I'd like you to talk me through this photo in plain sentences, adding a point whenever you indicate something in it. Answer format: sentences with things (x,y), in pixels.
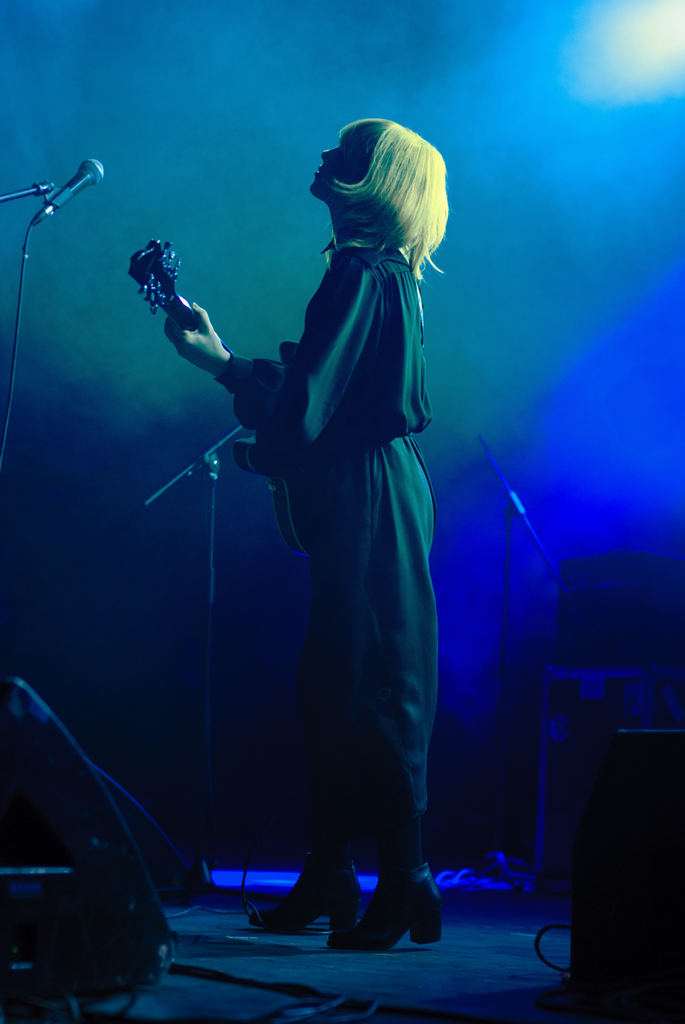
In the image there is a woman (347,456), she is playing a guitar (279,487) and there are some instruments (59,805) around her and behind the woman (410,146) a blue light (521,188) is focusing on her.
